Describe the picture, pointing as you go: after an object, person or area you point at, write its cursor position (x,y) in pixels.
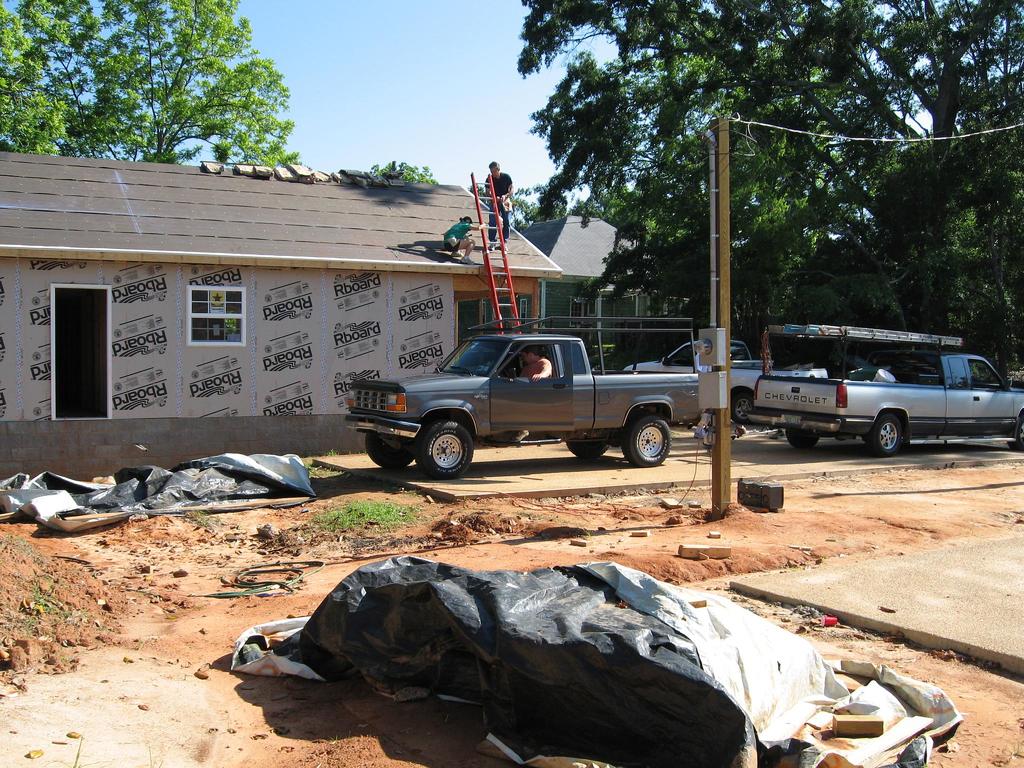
In this image we can see the houses (385,291), trees (674,243), vehicles (528,340), covers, grass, path (960,580), soil (874,479) and some other objects (693,549). We can also see a pole (724,224) with the wire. We can see the people (449,228), ladder (486,256) and also the sky (353,100).
